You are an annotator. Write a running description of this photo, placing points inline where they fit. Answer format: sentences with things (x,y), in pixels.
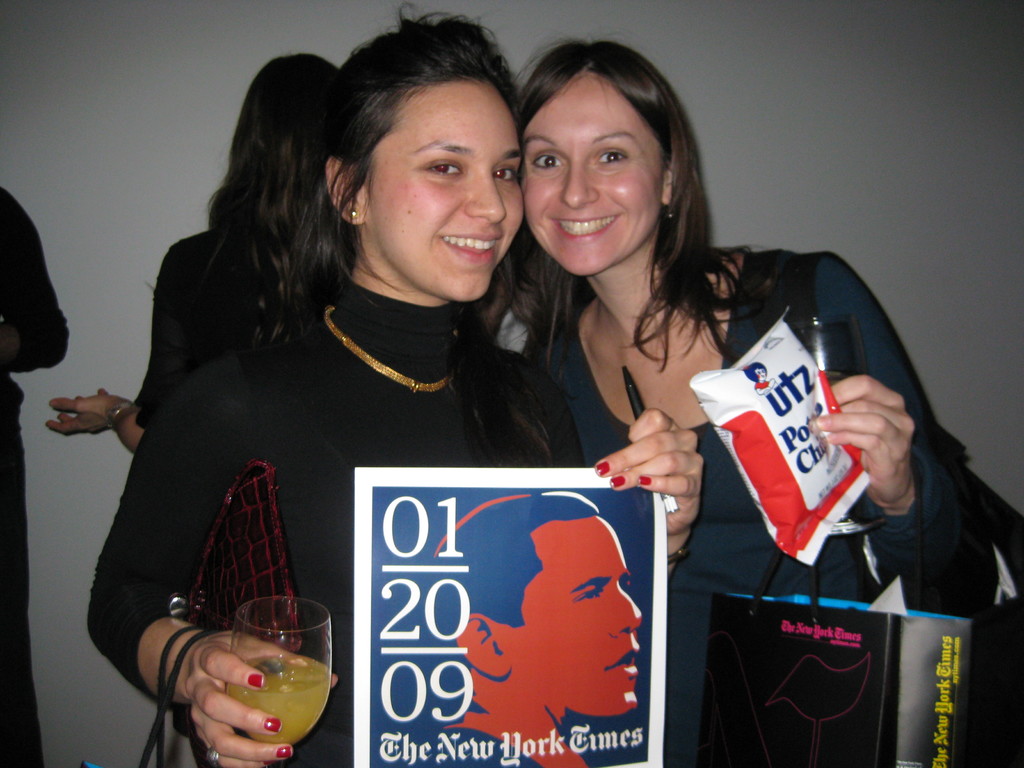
This picture is mainly highlighted with a two beautiful women (666,394) and they are holding a beautiful smile (577,229) on their faces (607,221). They are in dark attire (416,350) and they both are holding some things (787,374) in their hands (694,514). On the right side (780,389) we can see a women (838,576) holding a carry bag (841,646) in her hand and also a packet (808,449). On the left side (309,447) we can see another women (385,455) holding a sketch (403,578) in her hand (630,428) and also glass of juice (293,663) in the other hand (246,720). Behind to them there are two persons (217,226) standing. On the background (761,36) we can see a wall (810,45).
